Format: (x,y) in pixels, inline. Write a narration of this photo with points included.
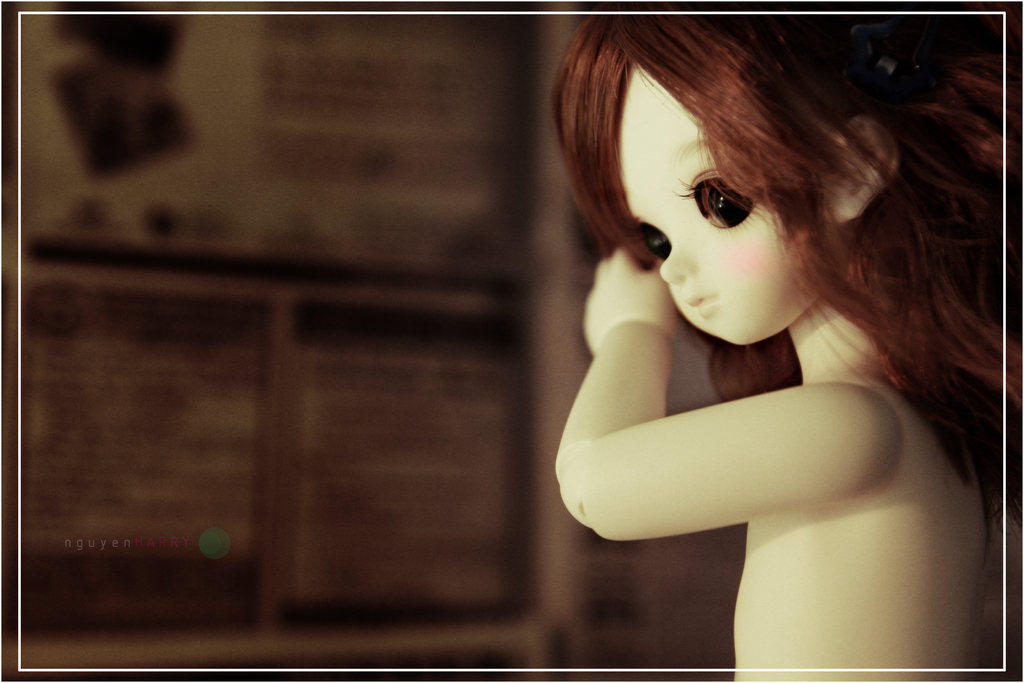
In this picture we can observe a white color doll (684,282) with brown color hair (773,130). We can observe black color eyes (660,248). The background (511,515) is completely blurred.
